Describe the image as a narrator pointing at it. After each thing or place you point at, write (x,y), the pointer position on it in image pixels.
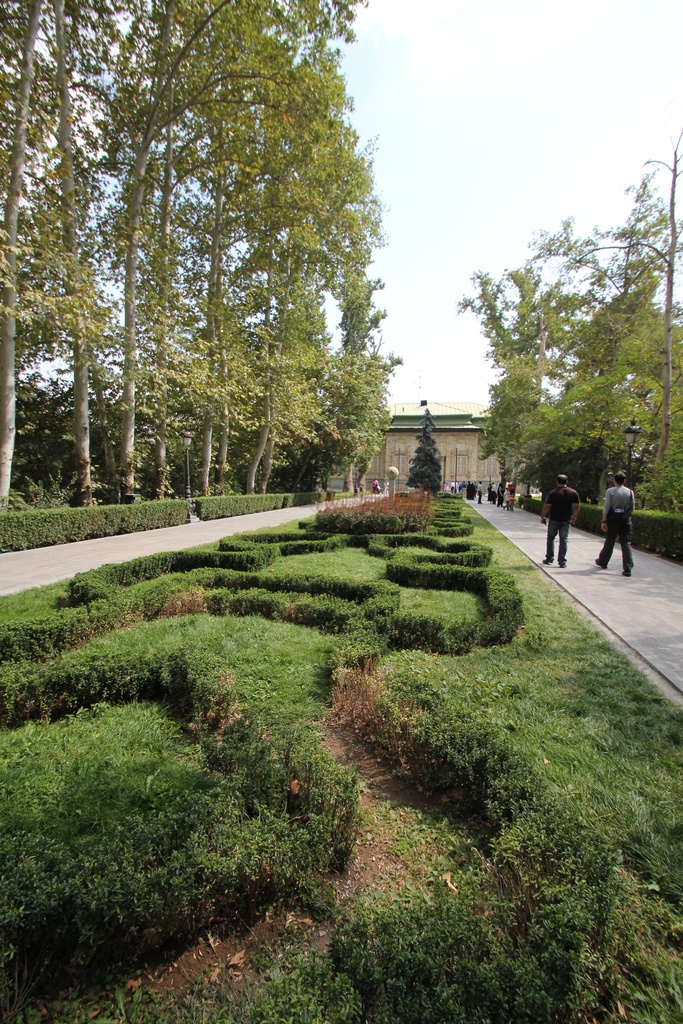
In this picture there are two persons (609,510) walking on the pavement (652,607). At the back (371,480) there is a building (483,480) and there are trees (350,457) and there are group of people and there are street lights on the pavement (206,536). At the top (503,71) there is sky (397,113). At the bottom (400,874) there is a pavement (625,607) and there is grass (249,701).
